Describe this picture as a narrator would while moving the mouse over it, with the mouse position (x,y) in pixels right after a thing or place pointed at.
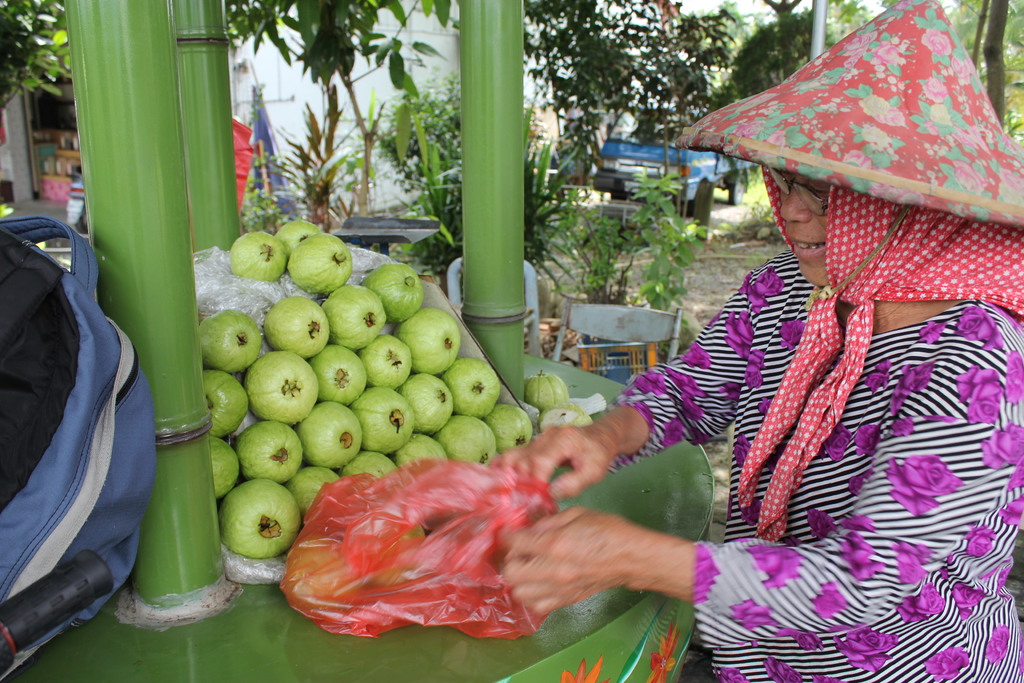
In the foreground (356,262) I can see a fruit stall (254,383), bag (154,438) and a person (567,551) is standing on the road (702,676). In the background (440,141) I can see chairs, houseplants (544,217), wall (363,84), trees (582,67) and the sky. This image is taken during a day.
